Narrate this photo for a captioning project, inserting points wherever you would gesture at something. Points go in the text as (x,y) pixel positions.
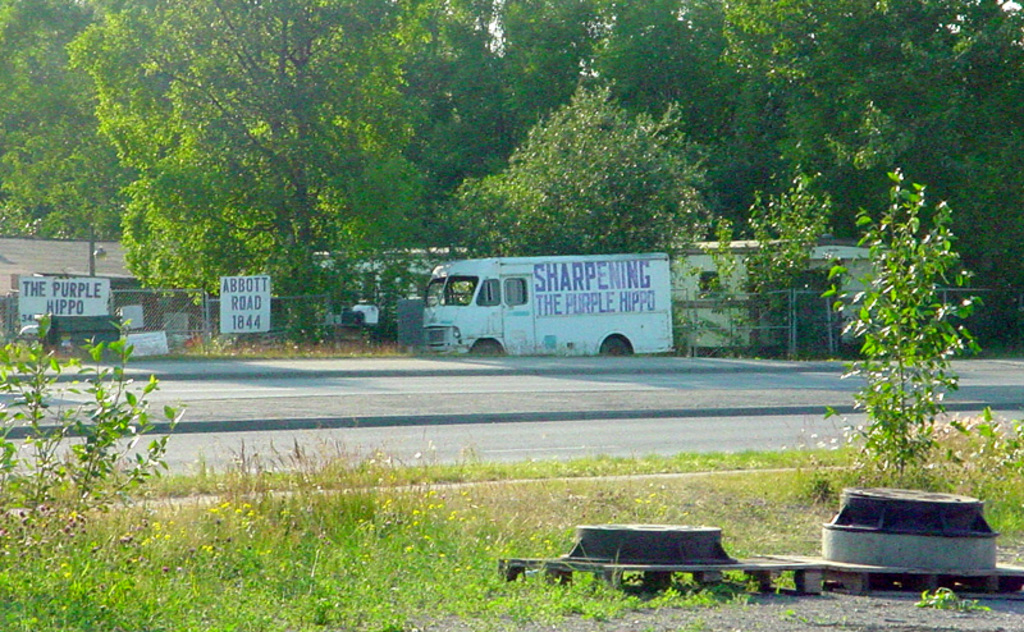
There are plants (101,352), grassland (562,487) and some objects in the foreground area of the image (505,472), there are posters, a vehicle (496,303), houses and trees (505,218) in the background (555,58).
